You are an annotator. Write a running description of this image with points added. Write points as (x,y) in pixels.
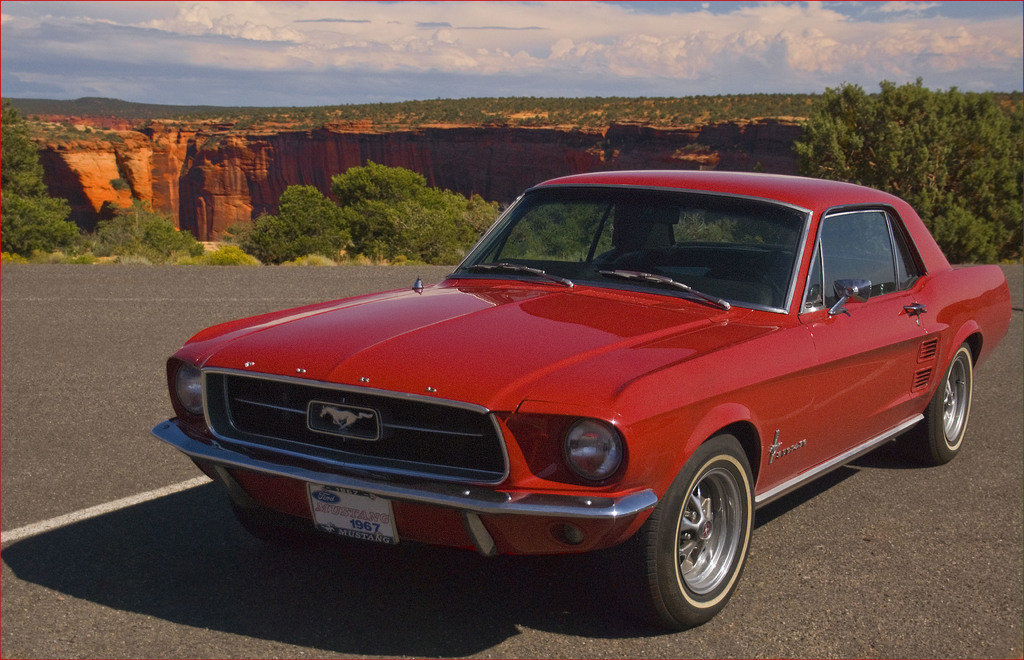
In this picture I can see a car (534,395) parked and I can see few trees (194,250) and I can see blue cloudy sky (509,47).
